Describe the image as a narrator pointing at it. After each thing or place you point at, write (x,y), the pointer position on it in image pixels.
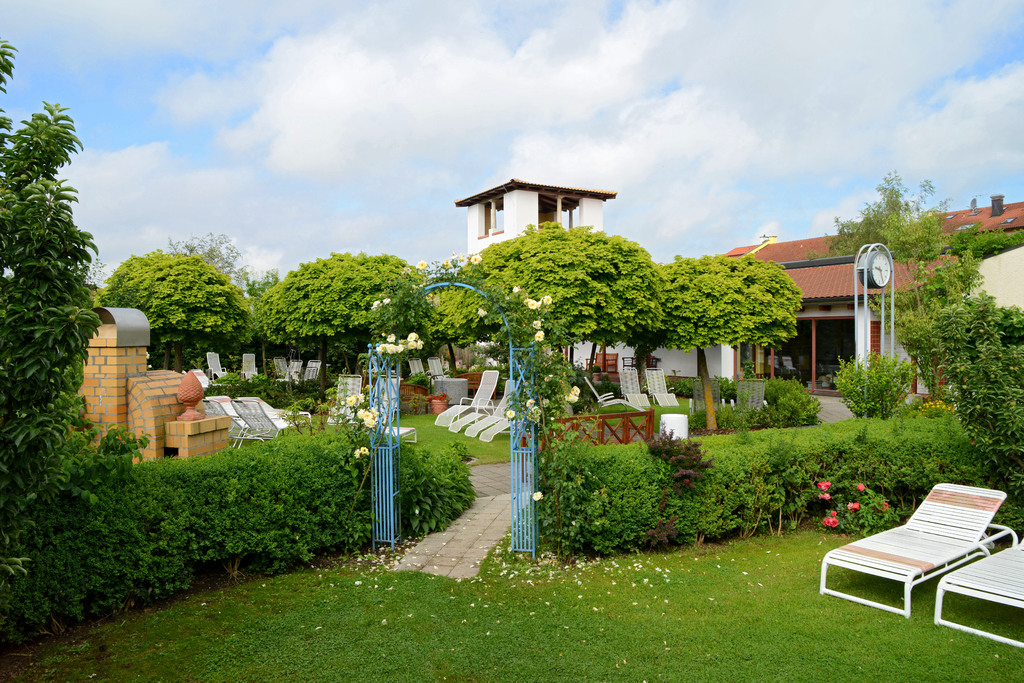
In this picture we can see chairs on the ground (657,636), here we can see plants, flowers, arch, fence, trees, houses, building (806,271), clock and some objects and we can see sky (885,26) in the background (895,9).
